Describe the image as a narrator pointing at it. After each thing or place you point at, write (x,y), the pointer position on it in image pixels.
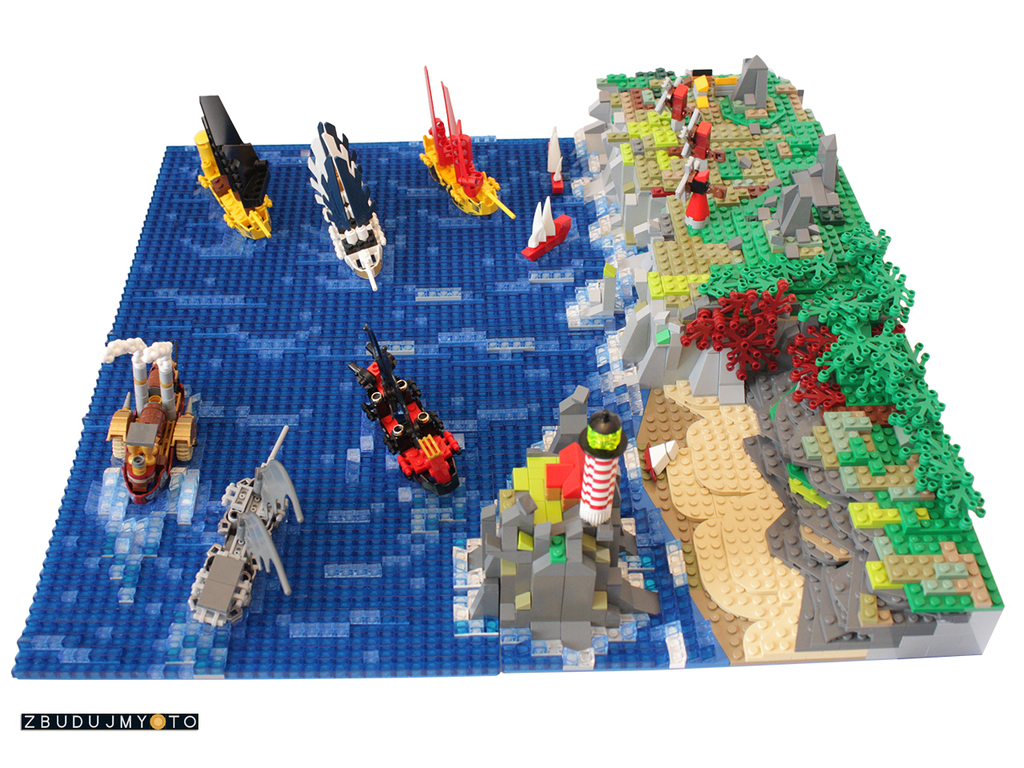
As we can see in the image there is a construction set toy (463,321).
